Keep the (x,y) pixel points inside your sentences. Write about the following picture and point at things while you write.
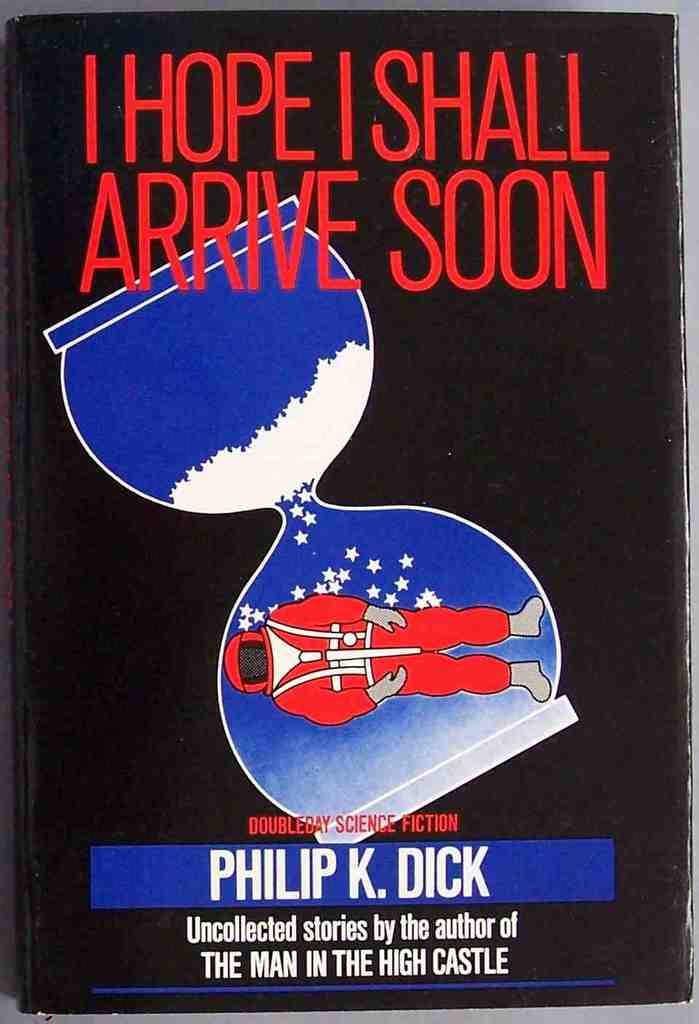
In this picture we can see a poster (449,601), here we can see a sand clock (491,721), person (494,643) and some text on it.
